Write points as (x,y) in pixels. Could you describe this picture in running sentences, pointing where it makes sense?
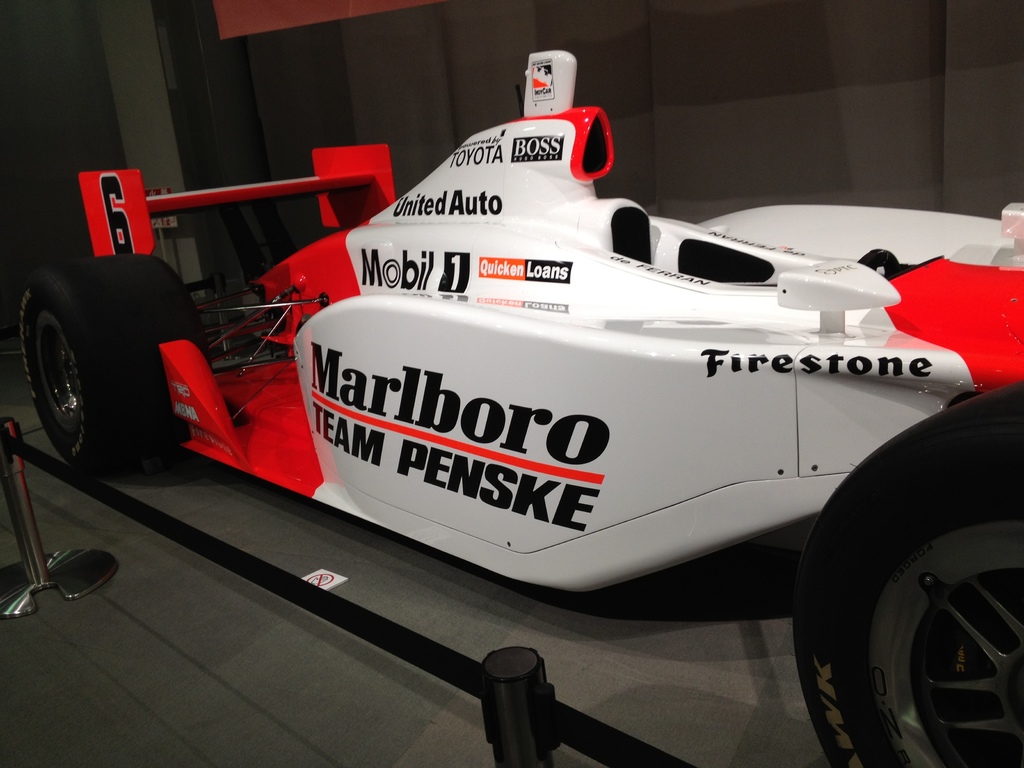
In this image, we can see a vehicle (617,413) is parked on the floor (543,636). At the bottom (510,663), we can see rods (34,574) and ropes (638,745). Here there is a sign board (319,579) on the floor (359,580). Background (374,72) we can see curtain (445,69), object (281,13) and wall (135,113).
